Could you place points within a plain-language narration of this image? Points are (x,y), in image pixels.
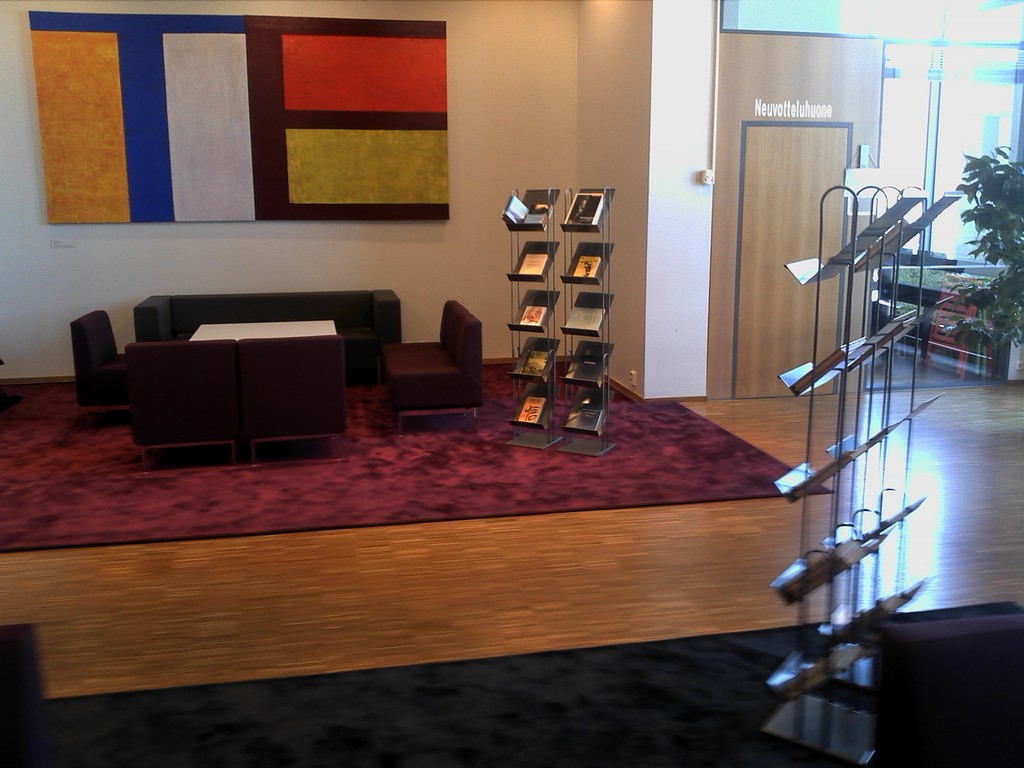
In this picture This is inside of the room (145,560). We can see couch (160,336), chairs (204,359). This is floor (506,558). We can see stands (537,346). On the stands (588,296) we can see books (531,325). On the background (571,136) we can see wall (714,99). This is plant (1022,315). There is a table (262,337).
